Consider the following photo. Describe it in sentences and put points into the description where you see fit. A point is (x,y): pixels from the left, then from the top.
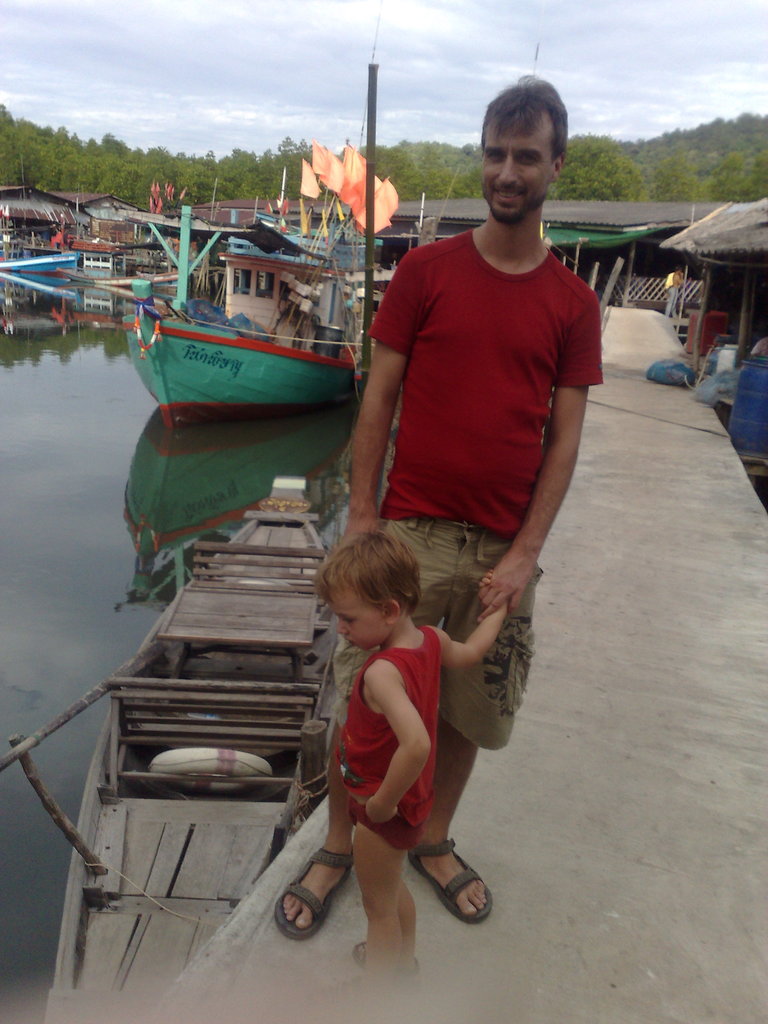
In this picture we can see a man (479,471) and a kid (422,753) standing, on the left side (103,594) there is water (103,543), we can see some boats (202,361) in the water (226,500), in the background (103,211) there are houses (105,205) and trees (236,175), we can see the sky (310,117) at the top of the picture (351,53).
